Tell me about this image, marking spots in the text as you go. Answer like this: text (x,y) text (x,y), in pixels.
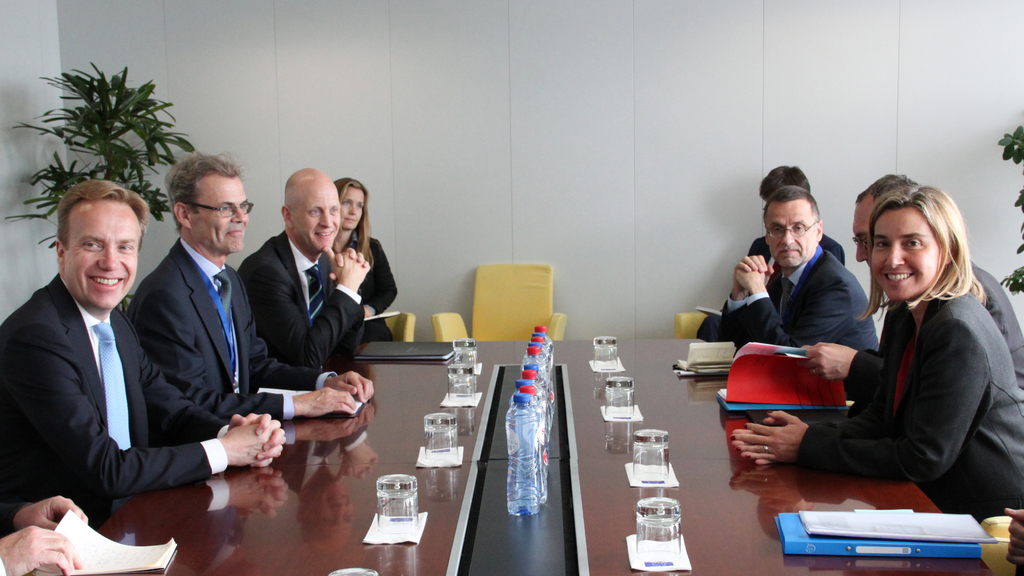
Here in this picture we can see all the persons (859,455) sitting on chairs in front of a table (856,484) and on the table (681,466) we can see, glasses (414,484), tissue papers (381,541), water bottles (539,349), files (951,552), book (150,548). These are plants (1022,153).
